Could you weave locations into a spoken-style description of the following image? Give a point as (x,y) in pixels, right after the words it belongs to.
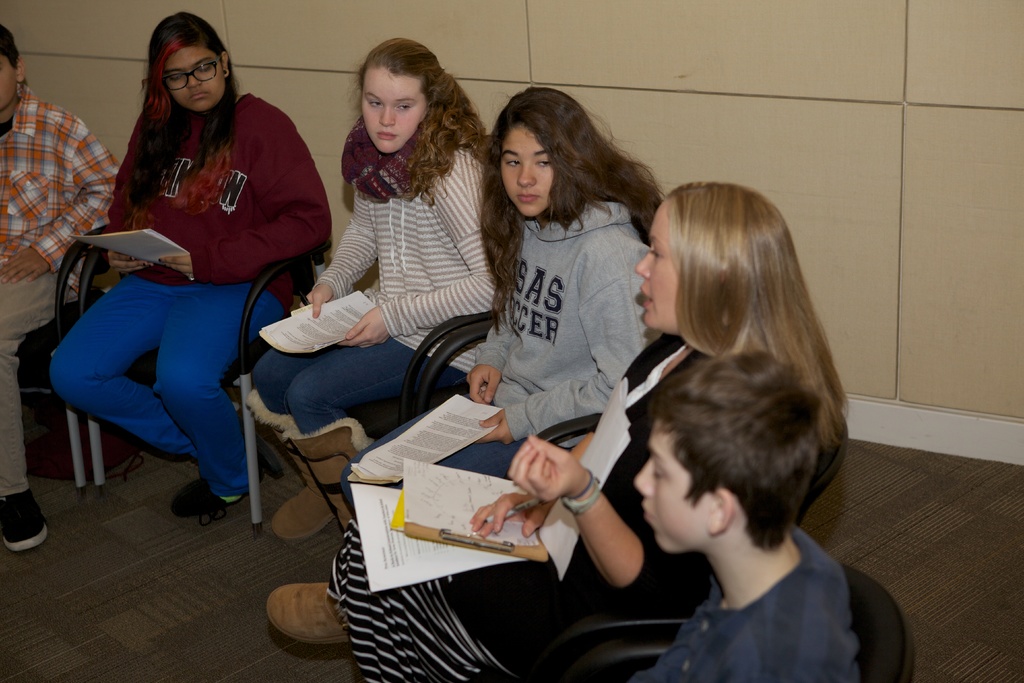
In this picture there are people (621,349) in the center of the image (515,373) those who are sitting on the chairs (441,338), by holding books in their hands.
